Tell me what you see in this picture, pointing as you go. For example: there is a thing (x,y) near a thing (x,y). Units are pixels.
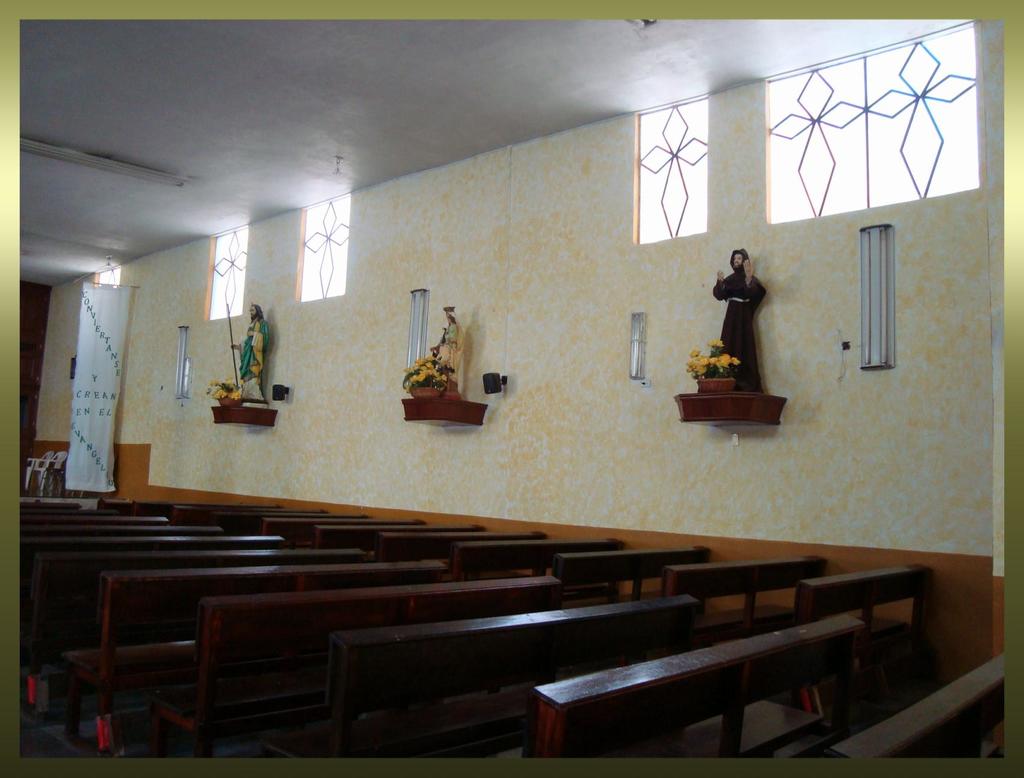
In the picture I can see few benches (382,587) which are in brown color and there are few statues (726,325) attached to the wall (594,331) in the background (534,339) and there are few chairs (33,462) and some other objects (90,384) in the left corner (33,462).
